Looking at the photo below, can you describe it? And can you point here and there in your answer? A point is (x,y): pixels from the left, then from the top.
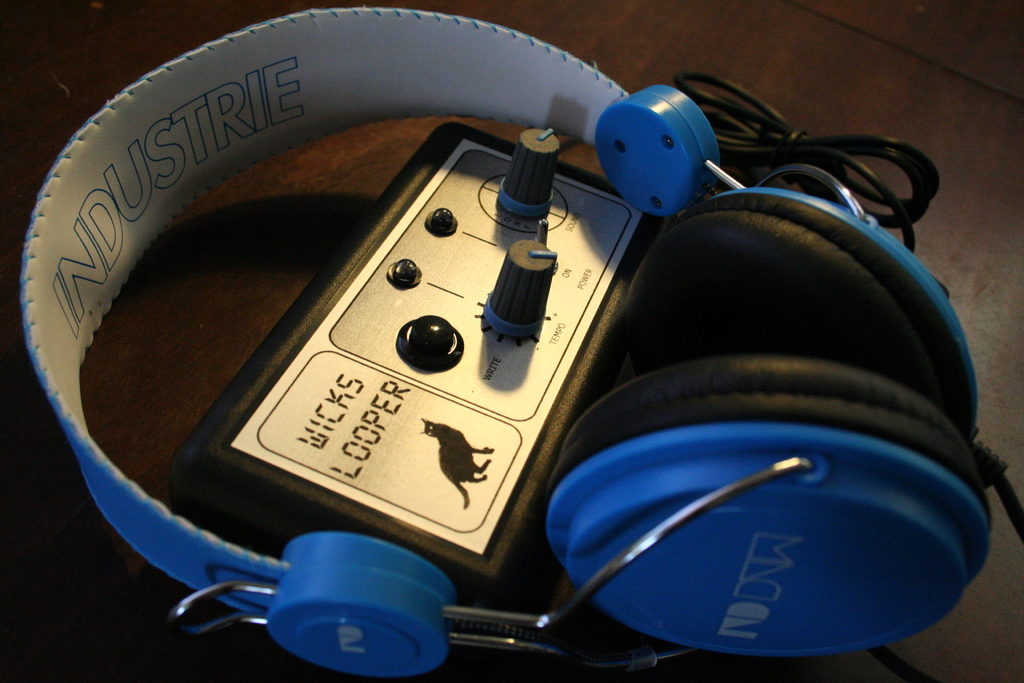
In this image there is a headphone (730,506) with some text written on it which is blue and black in colour and there are wires (785,150) and in the center (418,372) there is an object (374,386) with some text (404,382) written on it which is black and silver in colour.
